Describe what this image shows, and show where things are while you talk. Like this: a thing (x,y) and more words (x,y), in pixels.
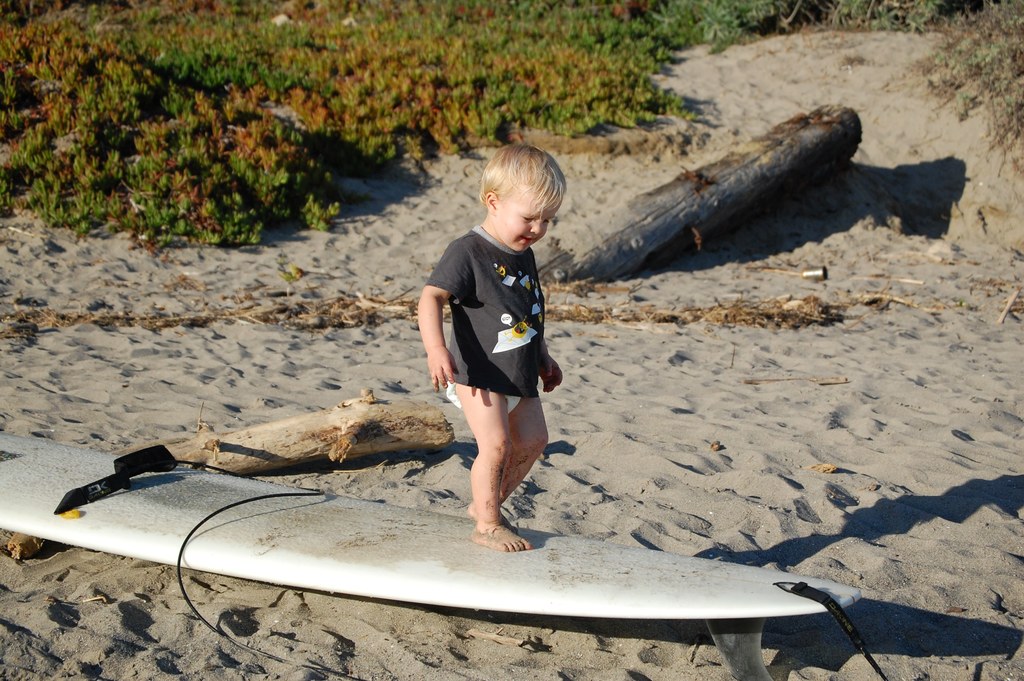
In this image we can see there is a little boy (510,414) standing on the surfing board (376,561), which is on the surface (167,593) of the sand (237,638), behind the boy (459,391) there are two wooden sticks (704,194) and grass (506,54).
